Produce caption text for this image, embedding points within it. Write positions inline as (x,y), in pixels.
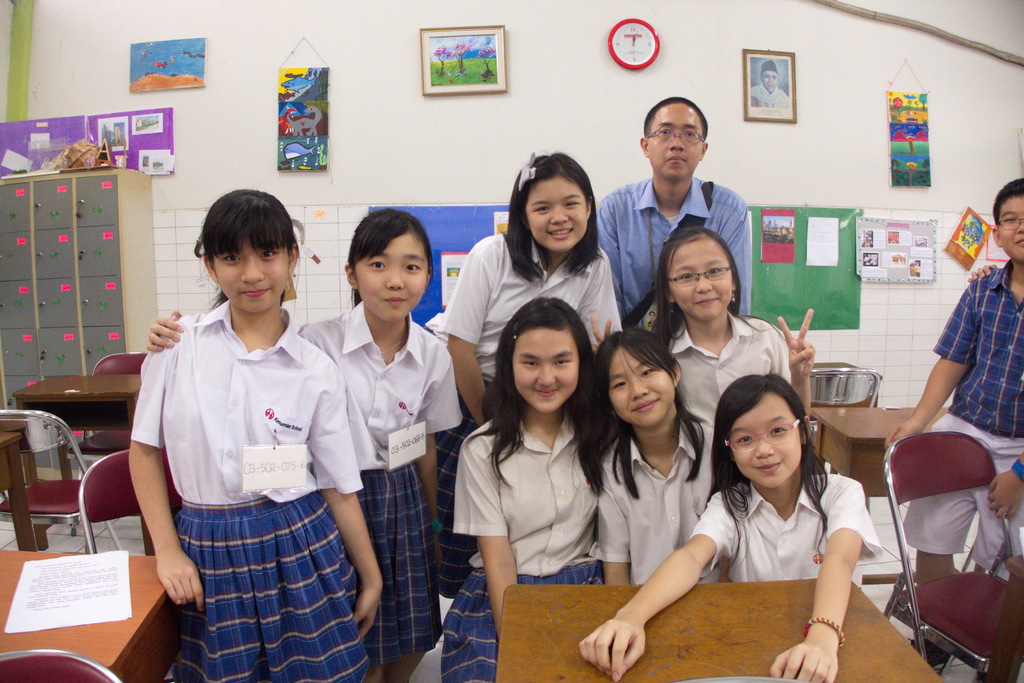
In this picture there is a woman (548,290) who is a smiling. Beside her I can see other women (563,424) were sitting near to the table (651,651). In the back (671,158) there is a man (652,167) who is standing. On the right (1005,301) there is a boy (1021,362) is wearing shirt (999,419), trouser (1001,439), watch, spectacles (997,224) and he is standing. In the background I can see the painting (893,151), wall clock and other objects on the wall (519,121). On the left (72,258) I can see the locker boxes (75,269) which is placed near to the wall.
